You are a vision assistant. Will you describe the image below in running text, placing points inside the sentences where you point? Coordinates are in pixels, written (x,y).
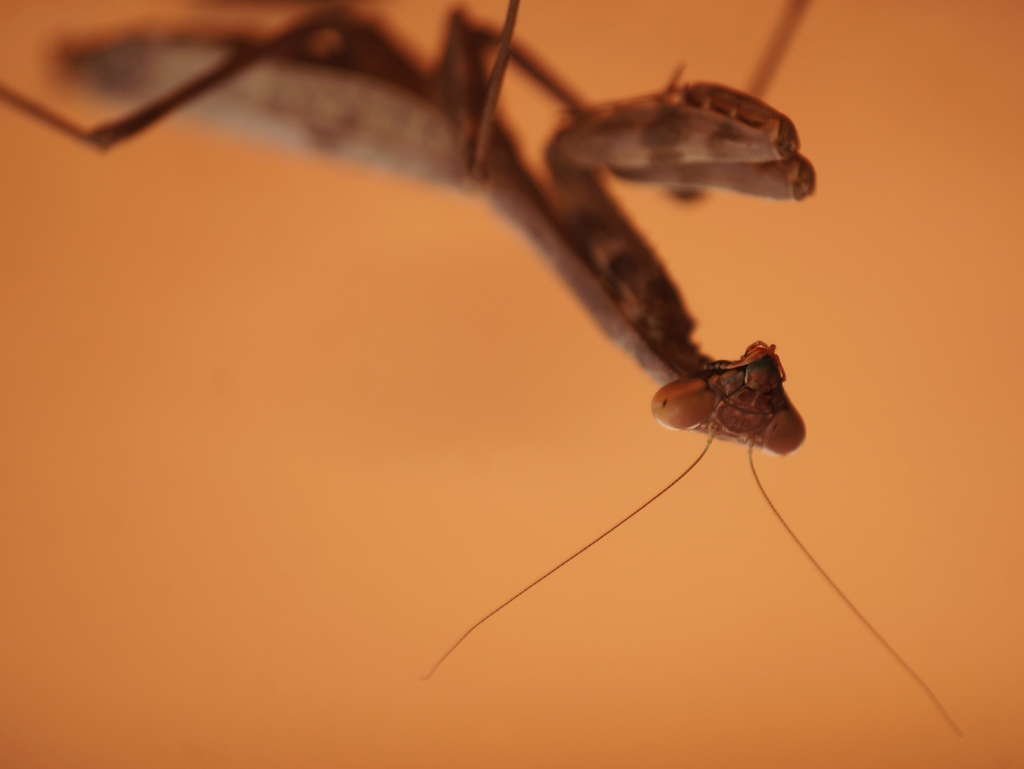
In this image there is a praying mantis (572,227) which is in brown color. Background (857,135) is in orange color.
